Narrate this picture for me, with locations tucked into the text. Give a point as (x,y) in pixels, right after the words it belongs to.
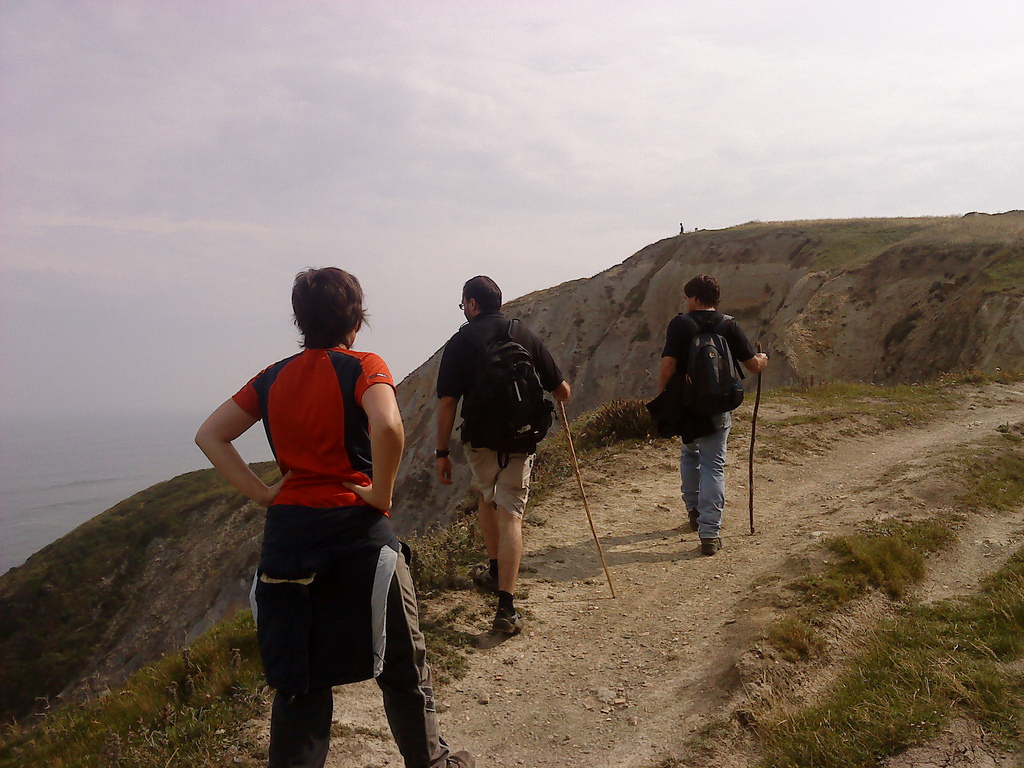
In the picture I can see these people (313,732) are walking on the hills (574,551) and these two people (502,486) are carrying backpacks (724,368) and holding sticks (757,408) in their hands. Here we can see hills (911,274) and cloudy sky (459,173) in the background (243,286).
